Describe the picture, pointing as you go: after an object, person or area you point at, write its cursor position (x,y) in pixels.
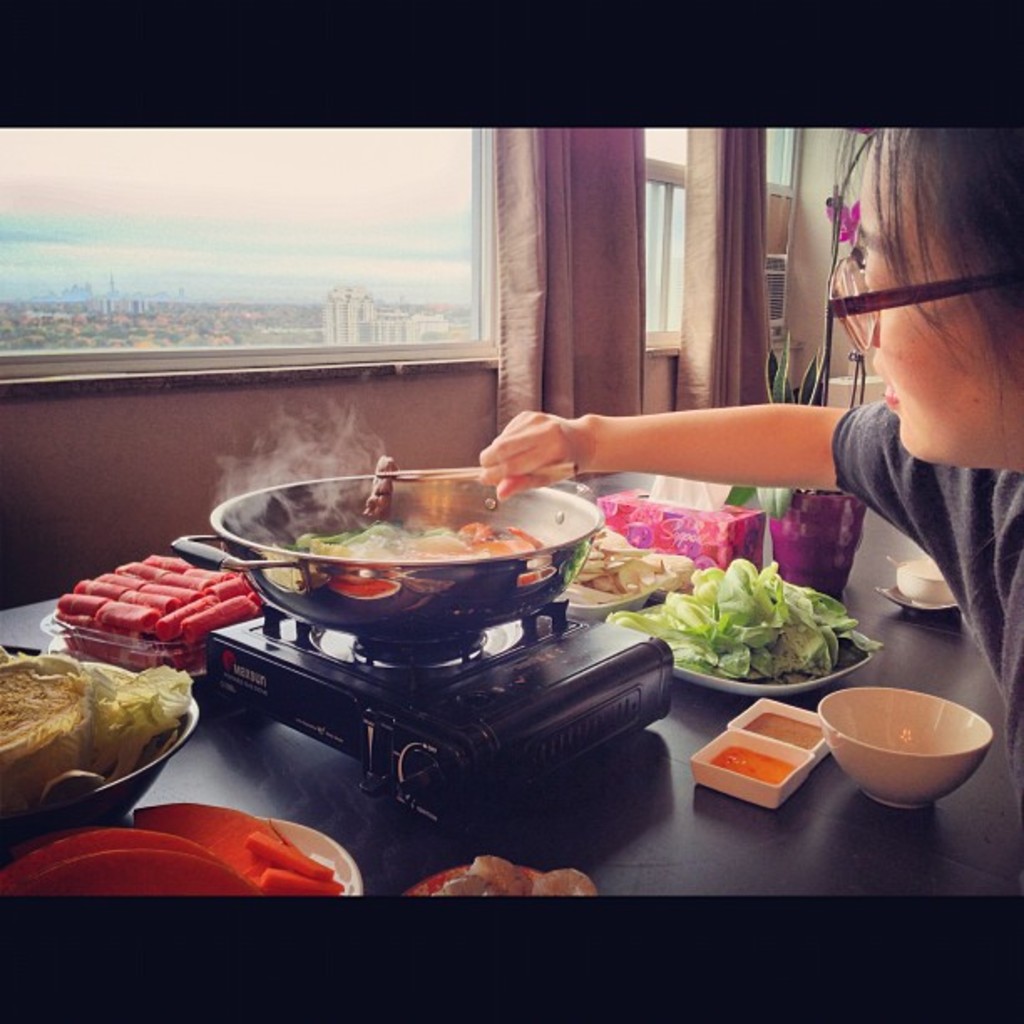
In this picture there is a table (988,804) in the center of the image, which contains food items (703,611) and a stove (459,649) on it, there is a lady (950,191) on the right side of the image (914,499) and there are windows (85,232) at the top side of the image (29,258).
